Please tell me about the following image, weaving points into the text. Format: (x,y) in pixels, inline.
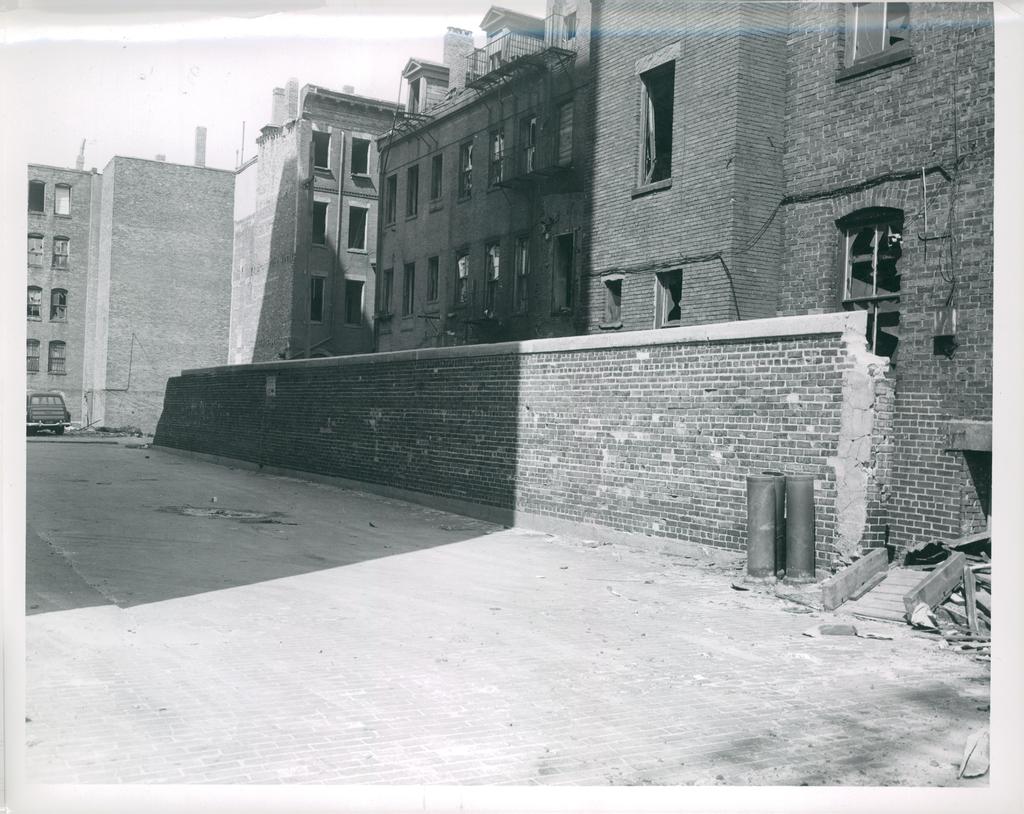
In this picture we can see a vehicle (39,406) on the road (215,652), wall (335,376), buildings (76,368) with windows (568,301) and in the background (227,49) we can see the sky (241,78).
